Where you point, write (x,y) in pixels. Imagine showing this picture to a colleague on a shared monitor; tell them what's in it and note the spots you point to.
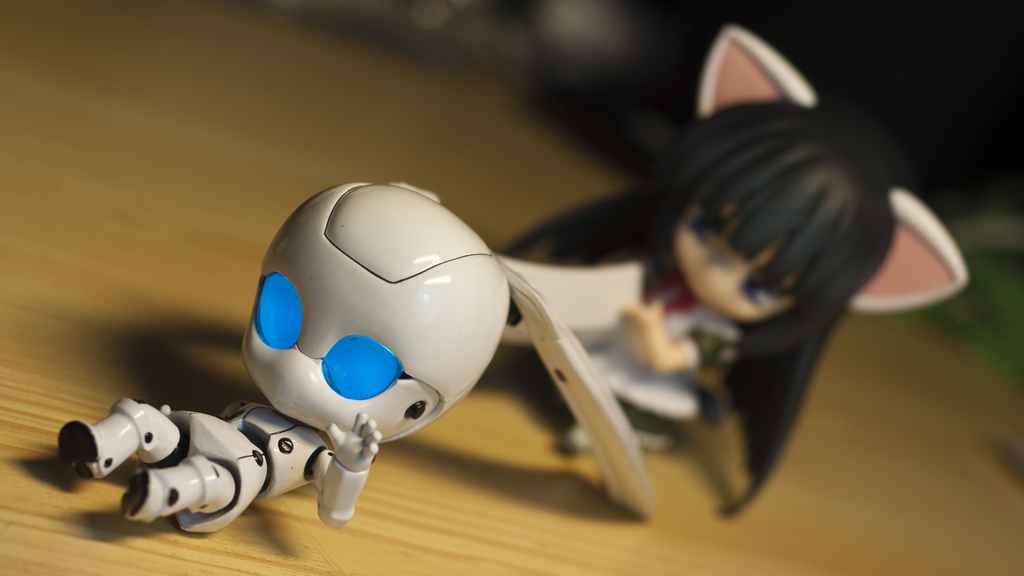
In this image there are toys (346,306) on a wooden table (436,495).
